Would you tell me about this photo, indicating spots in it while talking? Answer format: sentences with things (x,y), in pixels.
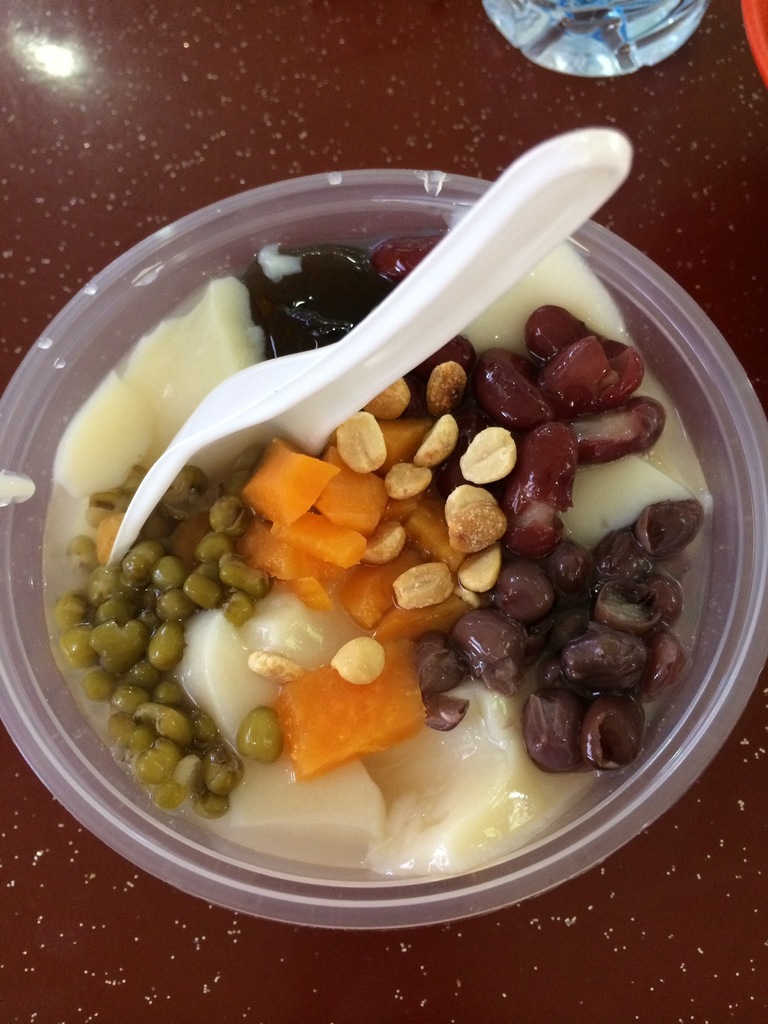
There is a surface (199,155). On the surface (204,157) there is a bowl (192,815) with food item (331,628). Also there is a spoon (206,426) in the bowl (222,444).
